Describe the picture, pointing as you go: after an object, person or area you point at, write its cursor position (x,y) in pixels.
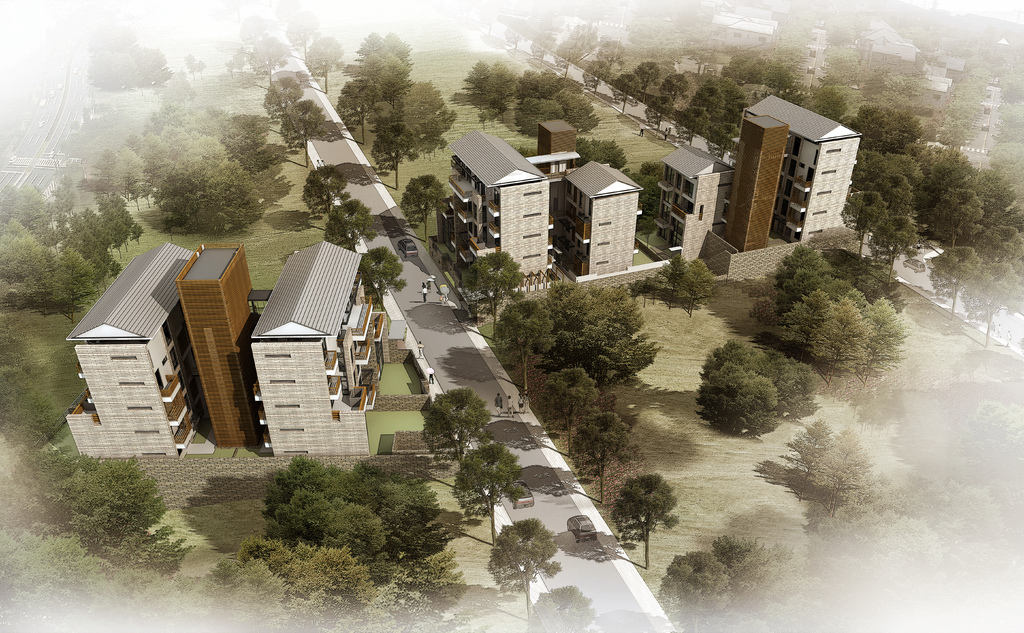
In this image we can see an aerial view of buildings (521,174), trees (514,345), roads (556,539) and we can see cars (589,530) and people (501,397) walking on the road (601,575).
